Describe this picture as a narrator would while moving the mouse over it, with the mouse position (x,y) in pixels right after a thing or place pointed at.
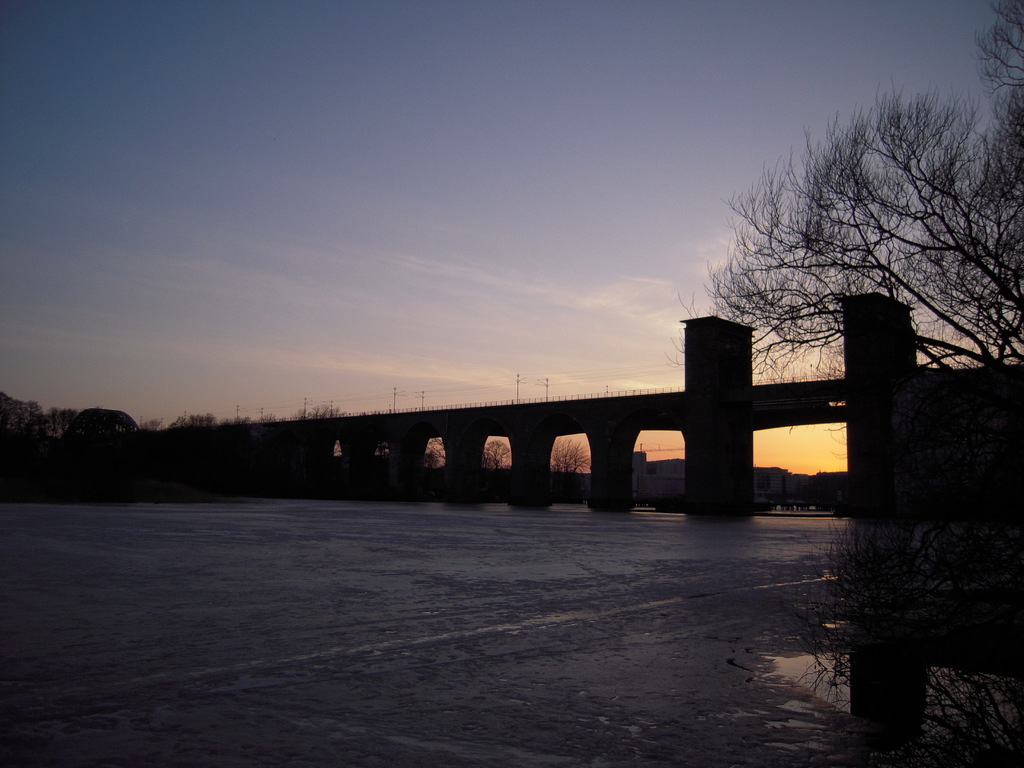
In the image there is a bridge (515,412) constructed on a water surface (621,516) and on the right side (1014,188) there is a tree (1004,171).
